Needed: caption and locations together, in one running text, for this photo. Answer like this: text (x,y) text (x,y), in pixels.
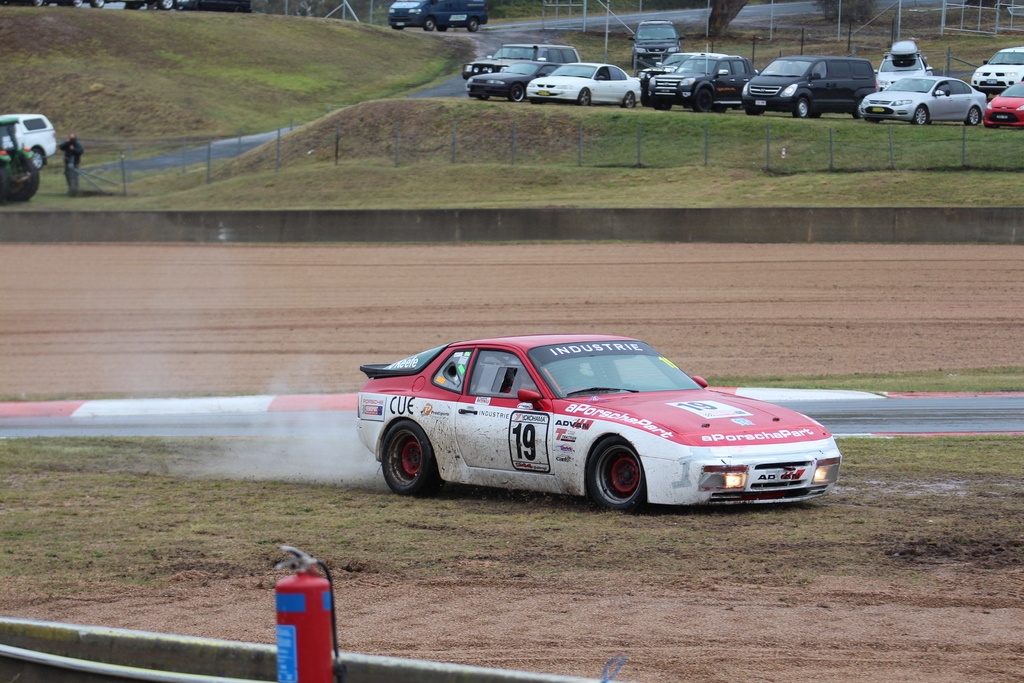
In this image there is a ground (434,202), on the ground (413,516) there are few vehicles (870,112), there is a person (72,171) visible in front of the vehicle (48,147) on the left side (75,139), at the bottom (306,612) there is a cylinder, at the top (555,18) there are some poles (708,41), road (498,41) visible.
